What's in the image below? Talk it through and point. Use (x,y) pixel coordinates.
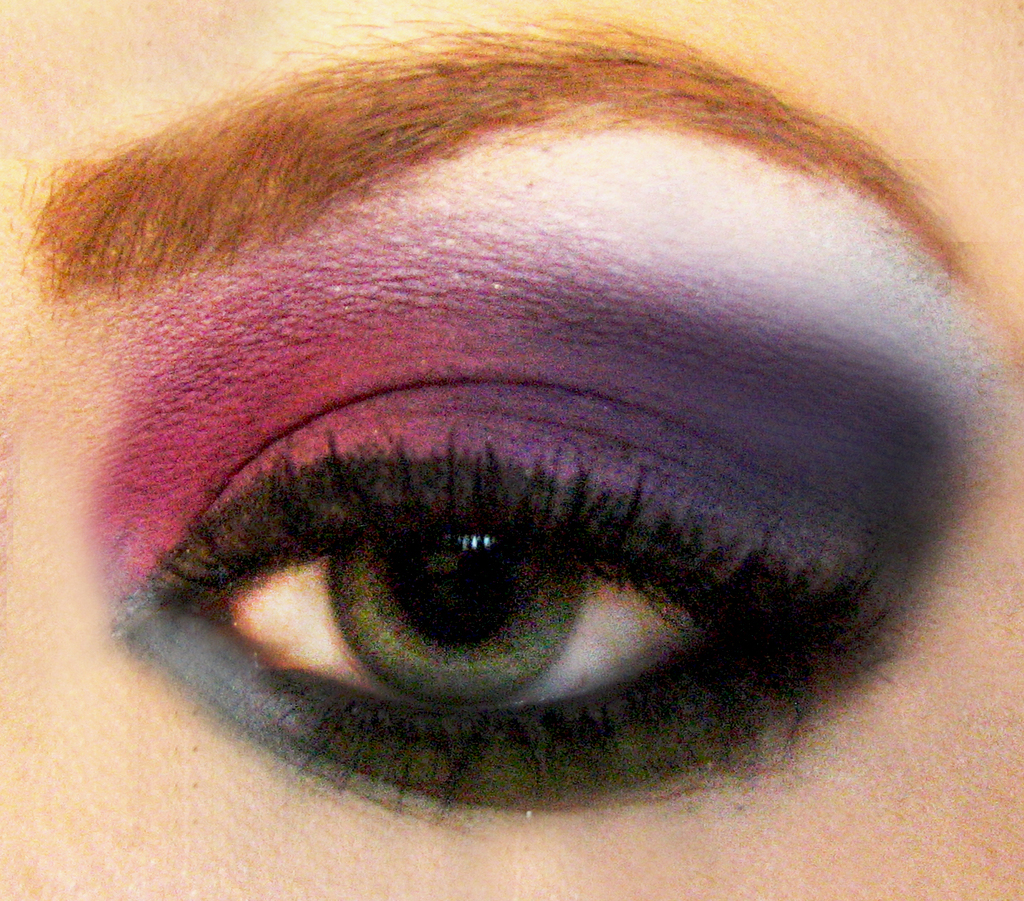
In the picture we can see a person eye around it we can see a black color and on the top of the eye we can see pink and violet color shades (831,433).
